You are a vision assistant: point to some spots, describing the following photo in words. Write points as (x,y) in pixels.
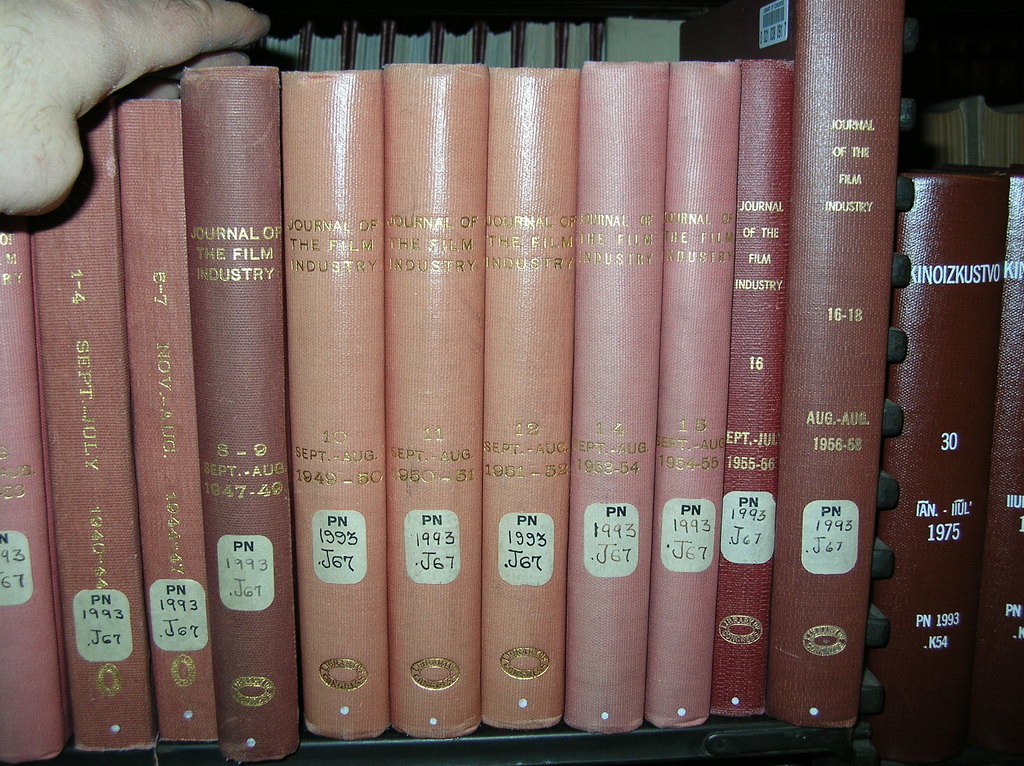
In this image there are books (688,426) on the rack (298,762) and we can see a hand (245,5) of a person (16,40).
